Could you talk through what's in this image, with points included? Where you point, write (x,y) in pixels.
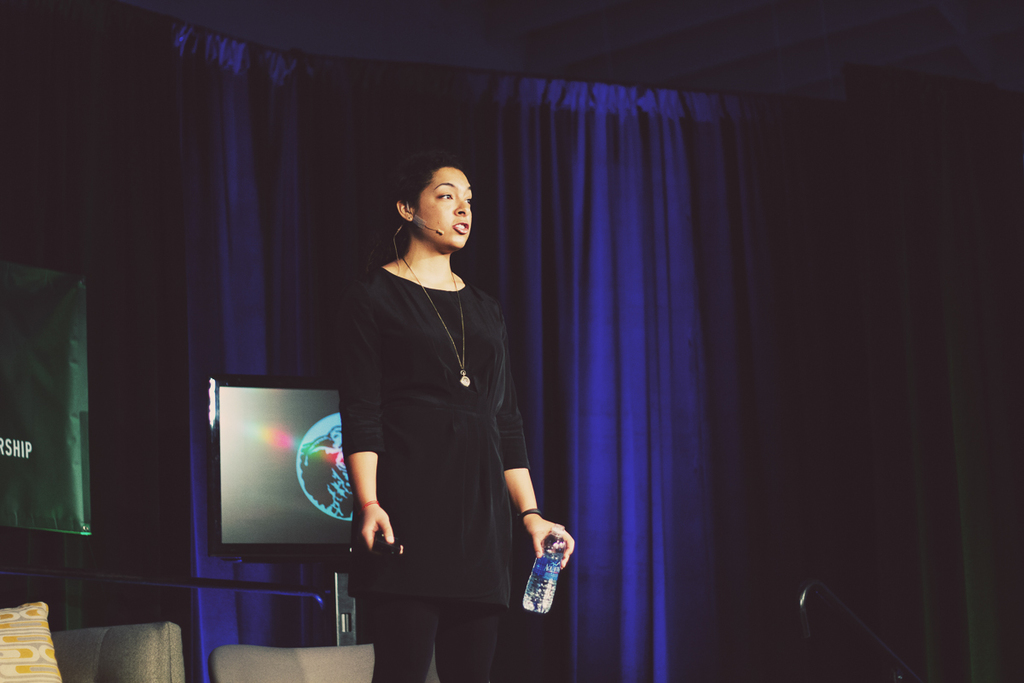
In this picture there is woman (480,630) standing and holding the bottle (533,598). At the back (559,512) there is a blue color curtain (550,614). In the foreground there is a microphone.
